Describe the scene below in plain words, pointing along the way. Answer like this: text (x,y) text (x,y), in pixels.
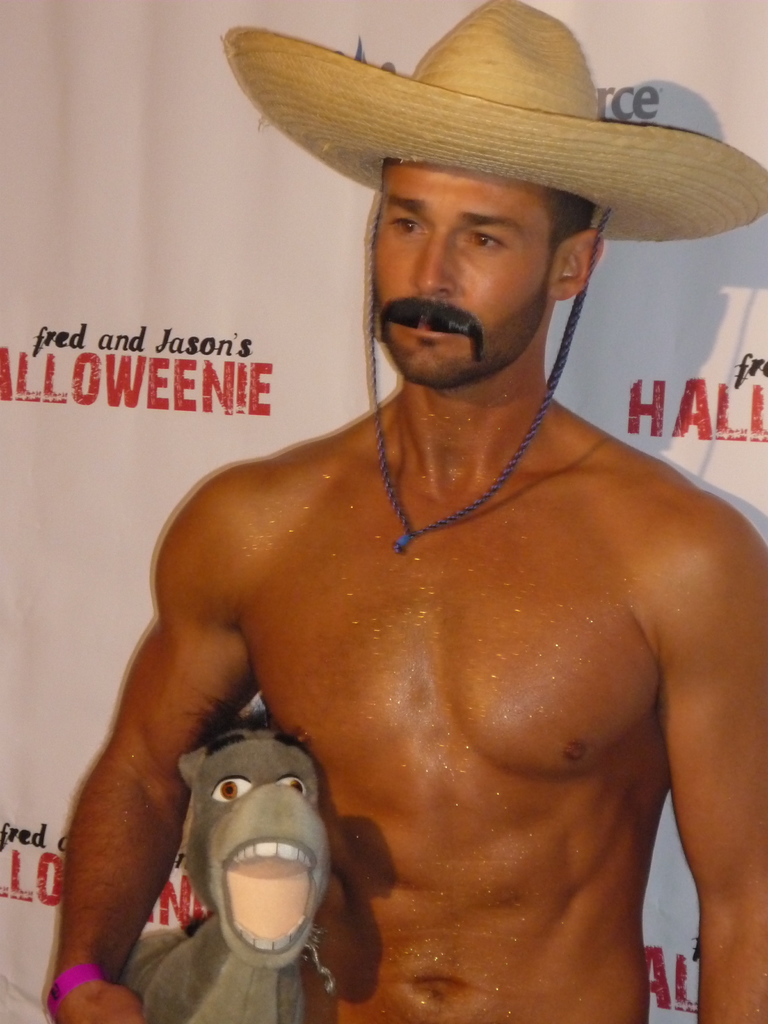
In this image there is a man (553,802) standing wearing a hat (428,159) and holding a toy (214,1009) in his hand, in the background (704,59) there is a poster (720,65), on that poster (631,416) there is some text (703,397).
